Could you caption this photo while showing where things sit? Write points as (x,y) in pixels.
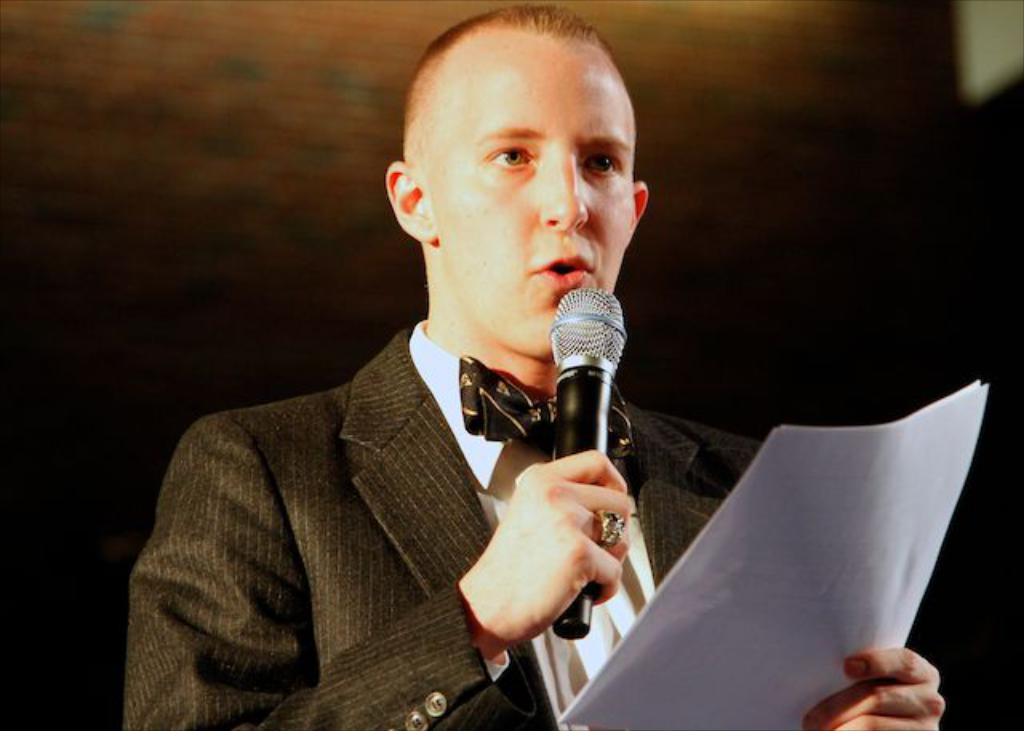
In this image in the center (517,382) there is one person (555,562) who is holding a mike (582,344) and paper (767,557) it seems that he is talking.
